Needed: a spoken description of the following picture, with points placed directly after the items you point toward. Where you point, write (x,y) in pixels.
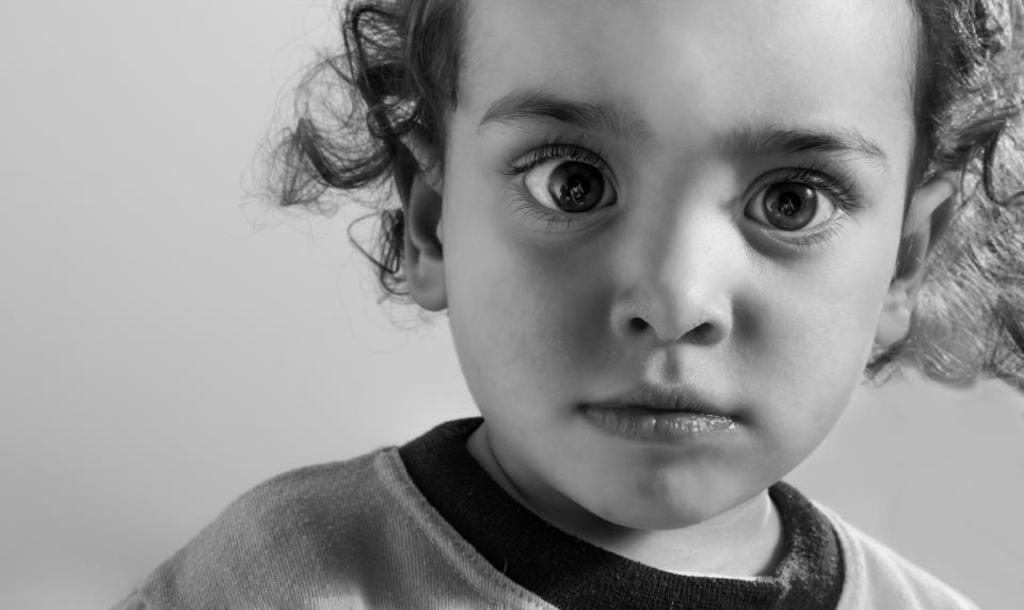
Here in this picture we can see a child (597,142) in a close up view.
